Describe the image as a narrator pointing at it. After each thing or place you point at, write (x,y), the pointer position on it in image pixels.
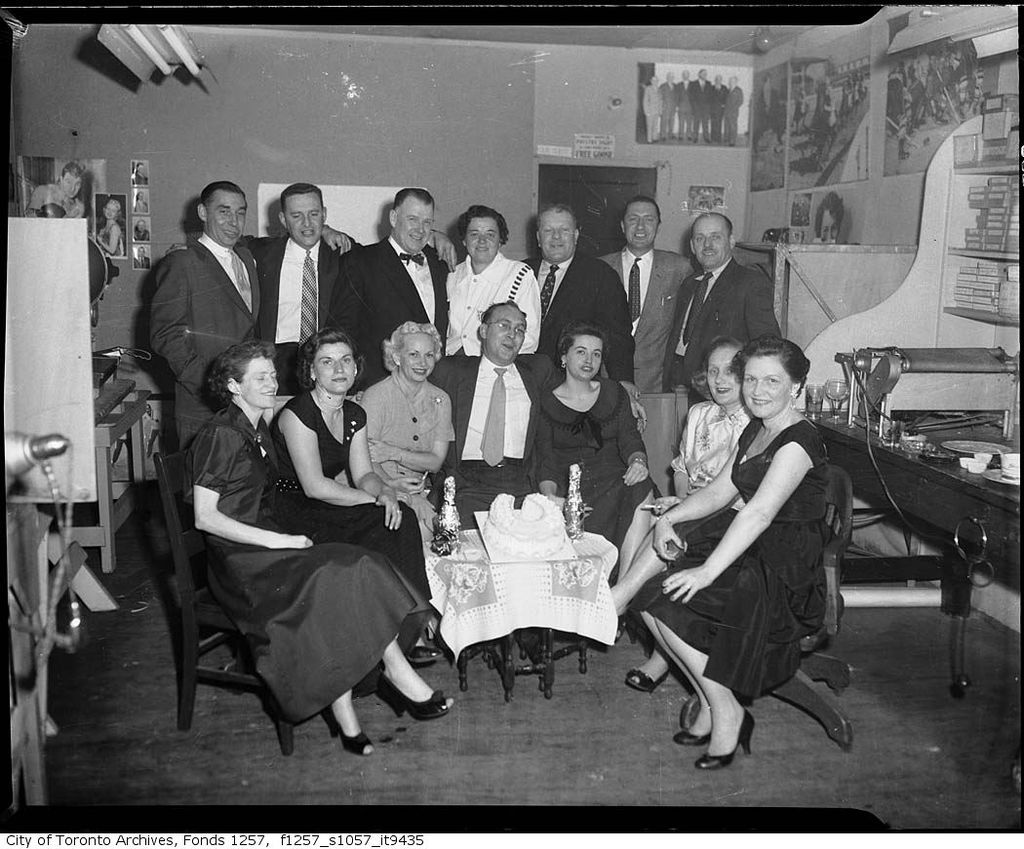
As we can see in the image there is a wall (351,130), few people (746,321) standing and sitting over here and there is a table (494,577) and on table (489,559) there are bottles (453,527).
